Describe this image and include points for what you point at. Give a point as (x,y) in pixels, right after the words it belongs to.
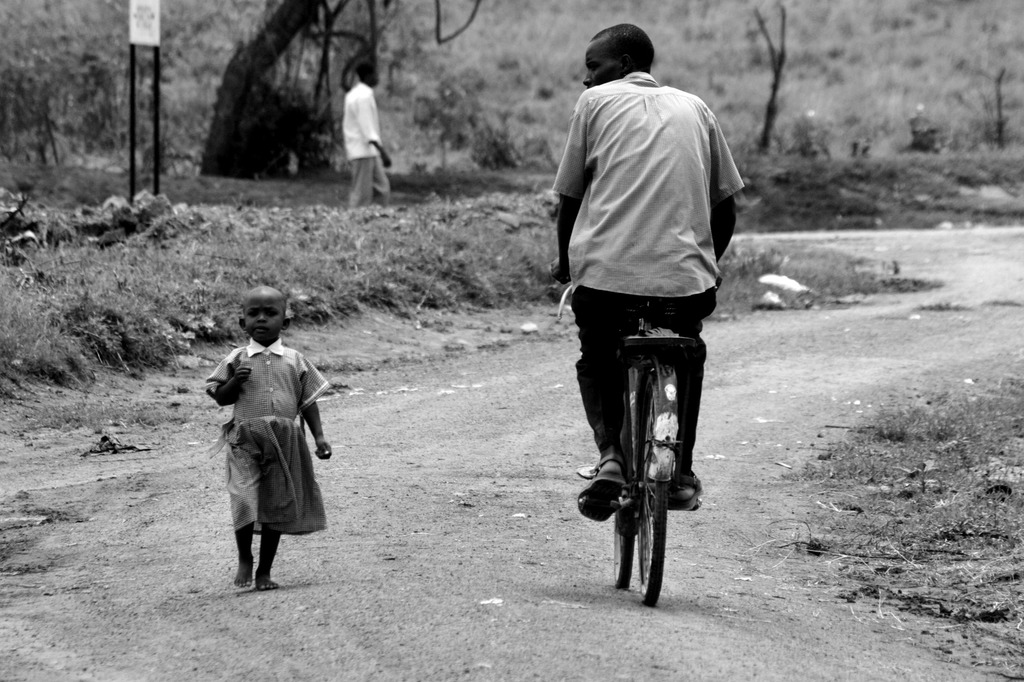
This is a black and white picture. On the background of the picture (76,96) we can see trees (187,38). This is a board (139,41). Here we can see one girl (257,584) walking on the road (366,521). Here We can see one man (636,190) riding a bicycle (660,569). He is a man (376,72) over here walking on the road (393,201).
